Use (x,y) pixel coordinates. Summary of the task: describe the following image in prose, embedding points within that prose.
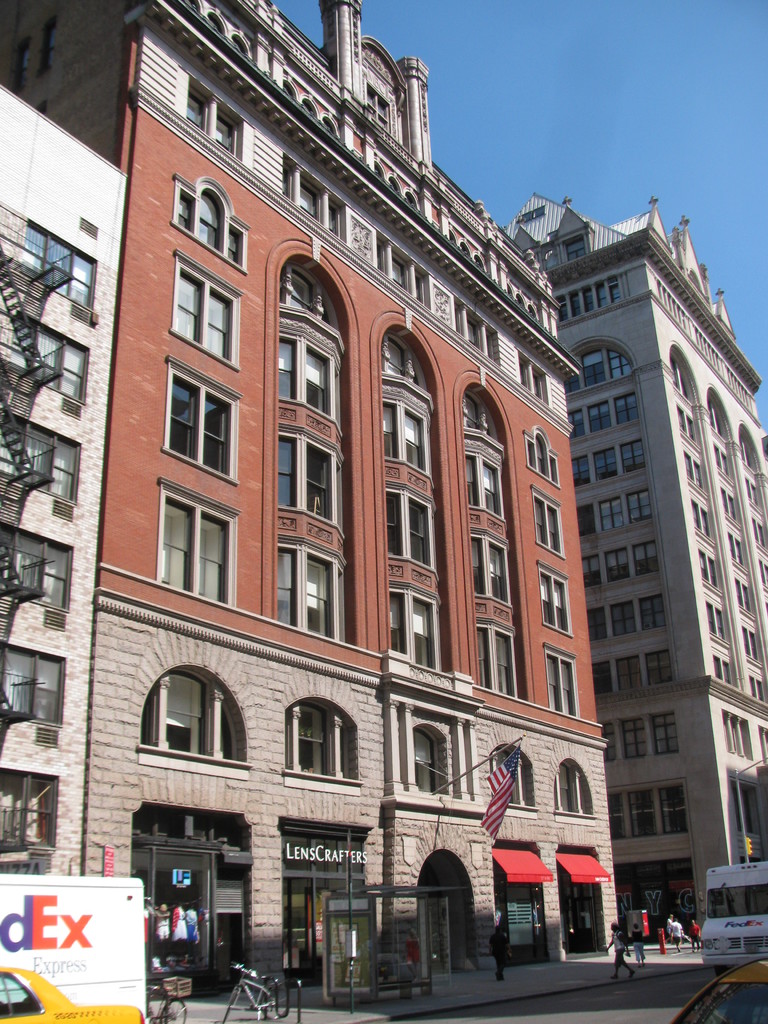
In this image we can see buildings (422,553) with windows (404,504). Also we can see a flag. At the bottom (109,906) there are vehicles (748,975) and people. And we can see sky (595,112).
